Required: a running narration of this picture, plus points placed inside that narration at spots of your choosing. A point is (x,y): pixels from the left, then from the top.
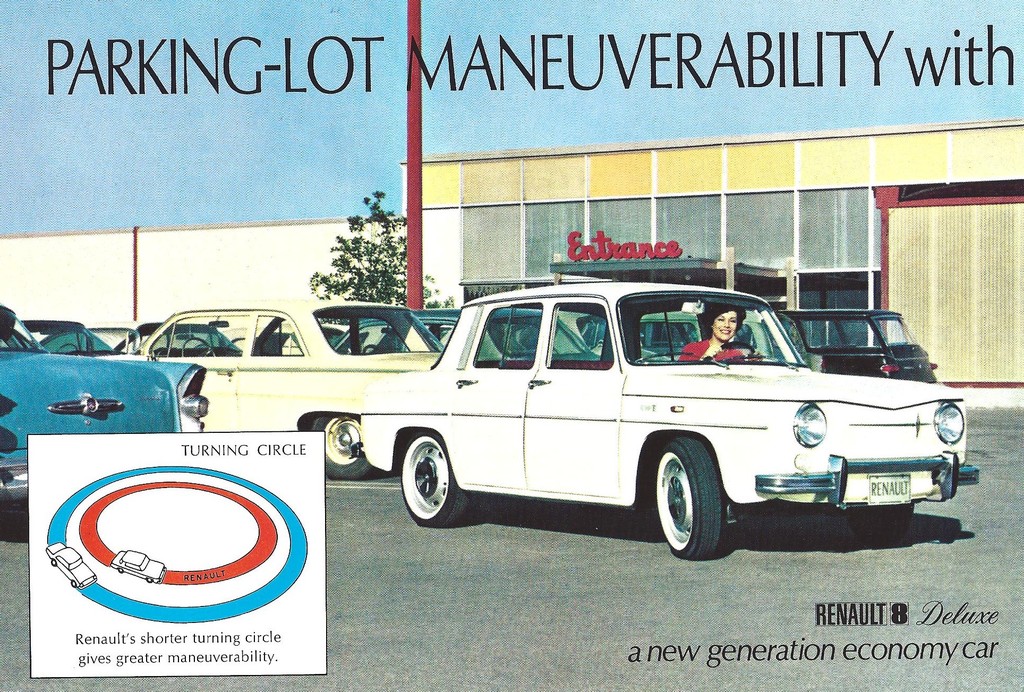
In this image we can see the poster (293,418) of vehicles (273,382), images (193,561) and text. And we can see the wall (609,171), shed (788,222) and pole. And there is a person (725,330) driving a car (696,389). In the background (313,95), we can see the sky (920,2).
